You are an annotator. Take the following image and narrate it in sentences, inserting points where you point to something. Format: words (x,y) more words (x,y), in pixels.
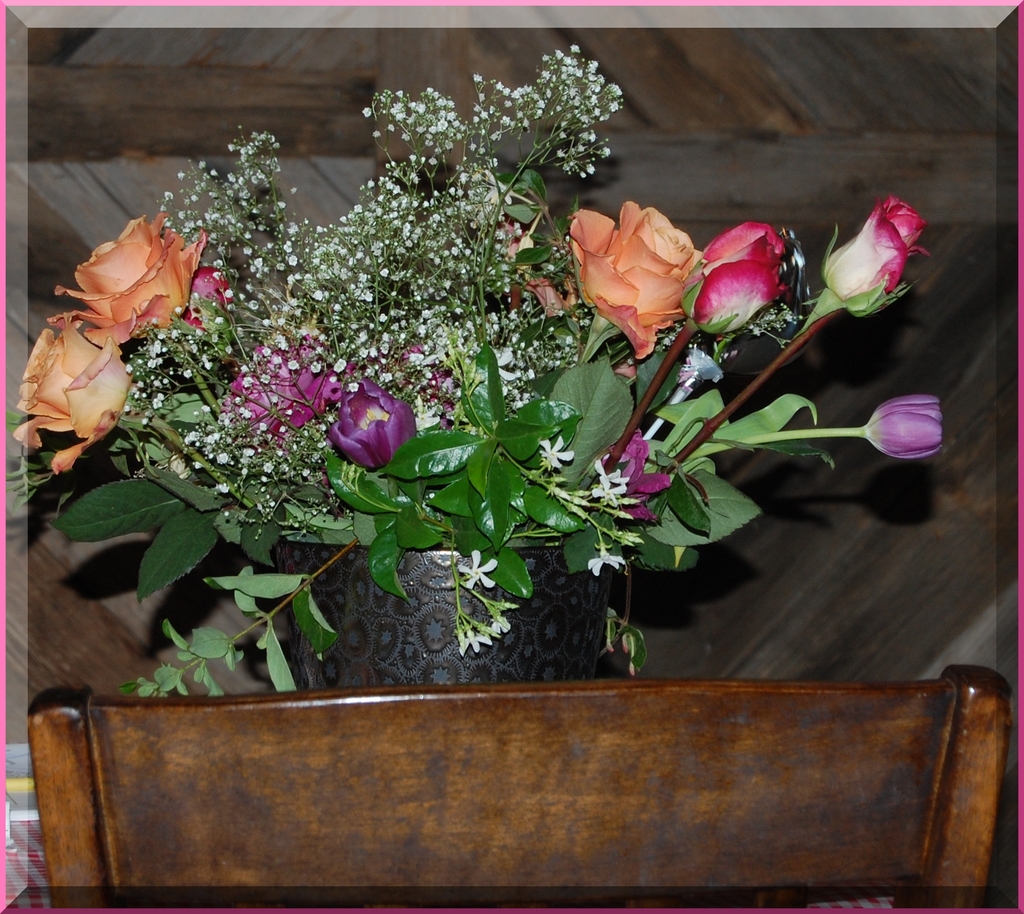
As we can see in the image there are flowers (395,339), plant (336,533), pot (451,624) and a chair (481,795).
